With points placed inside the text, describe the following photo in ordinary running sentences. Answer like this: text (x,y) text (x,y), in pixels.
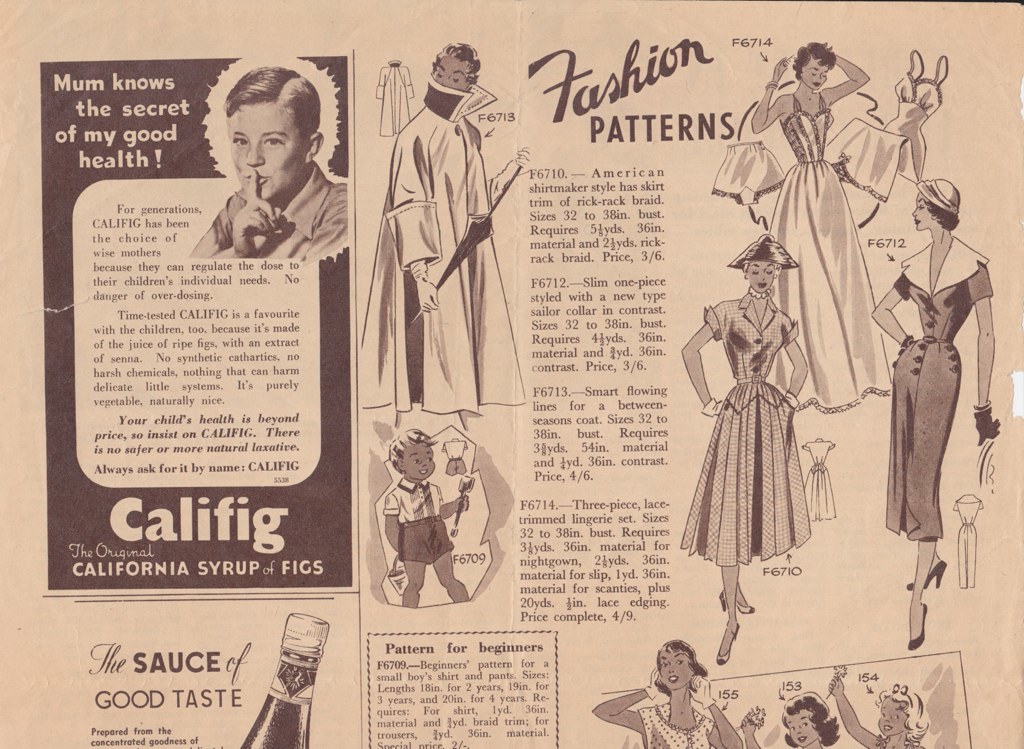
This image consists of a newspaper (318,397). In which there is a text (423,745) and pictures (895,377) of many persons (800,239).
